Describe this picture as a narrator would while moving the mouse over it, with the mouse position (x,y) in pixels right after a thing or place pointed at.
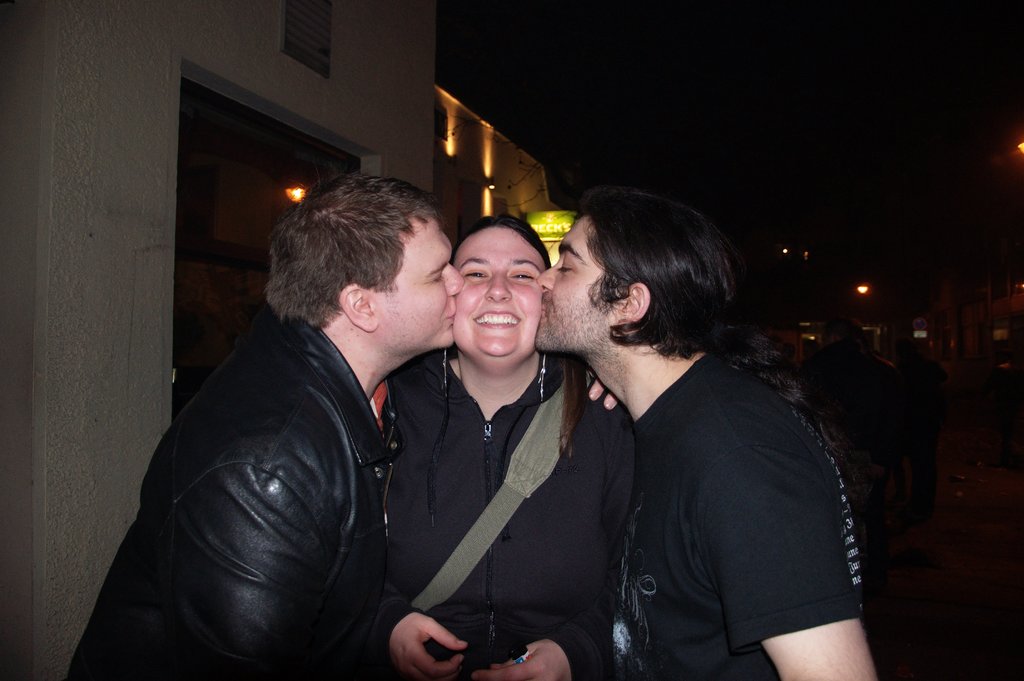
There are three people (344,467) standing. Two men (332,510) and one women (442,489). These two men (291,514) are kissing the women (495,341). Here I can see frame (283,47) attached to the wall (178,56). These are the lights (490,195) on the building (462,160). And background (962,219) looks dark. Here I can see another person (884,441) standing.
